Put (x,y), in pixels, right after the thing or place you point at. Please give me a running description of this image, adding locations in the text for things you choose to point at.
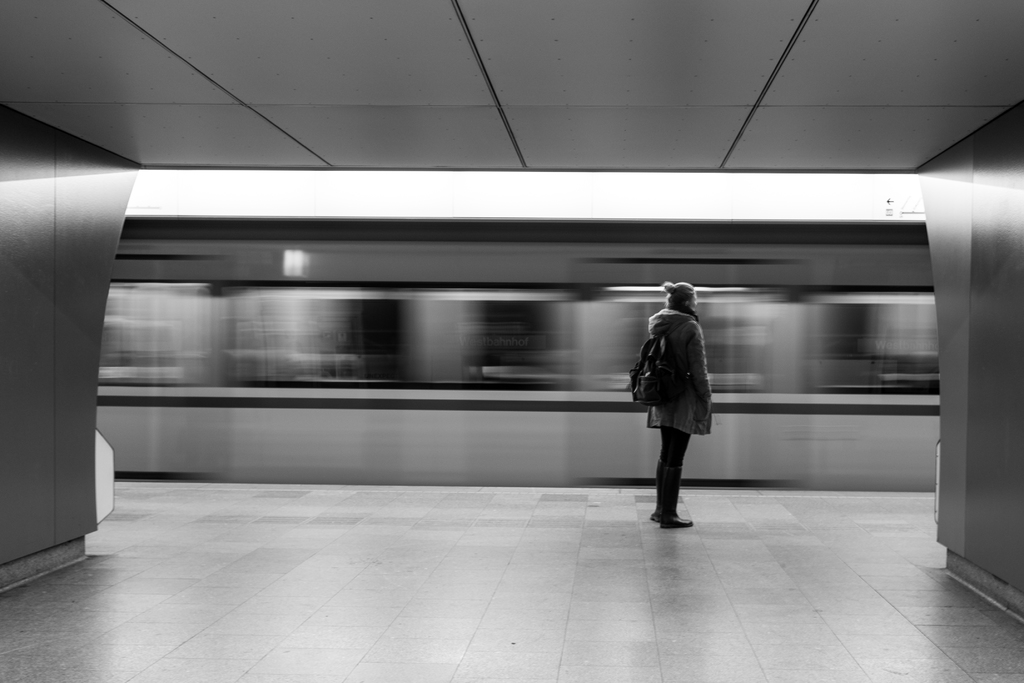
In this image in the center (675,389) there is a person (684,402) standing and wearing a bag (666,388) which is black in colour and the background (452,320) is blurry.
